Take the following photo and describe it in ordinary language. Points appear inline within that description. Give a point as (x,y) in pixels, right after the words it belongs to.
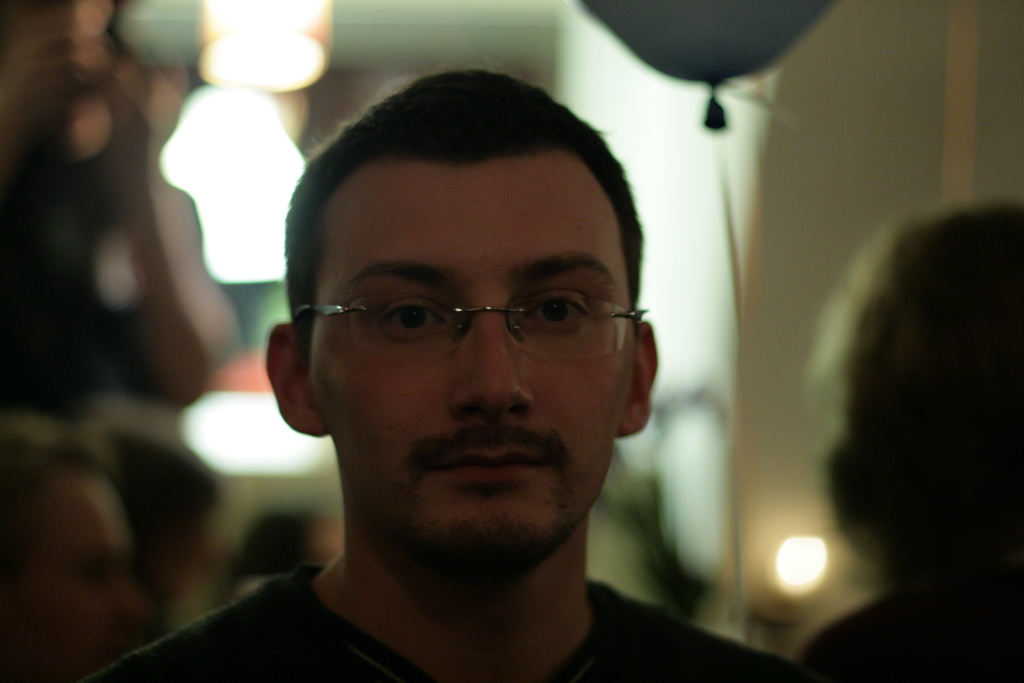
In the picture I can see person (417,330) wearing spectacles (428,316), behind we can see few people (166,471) and also focusing lights (220,141).
